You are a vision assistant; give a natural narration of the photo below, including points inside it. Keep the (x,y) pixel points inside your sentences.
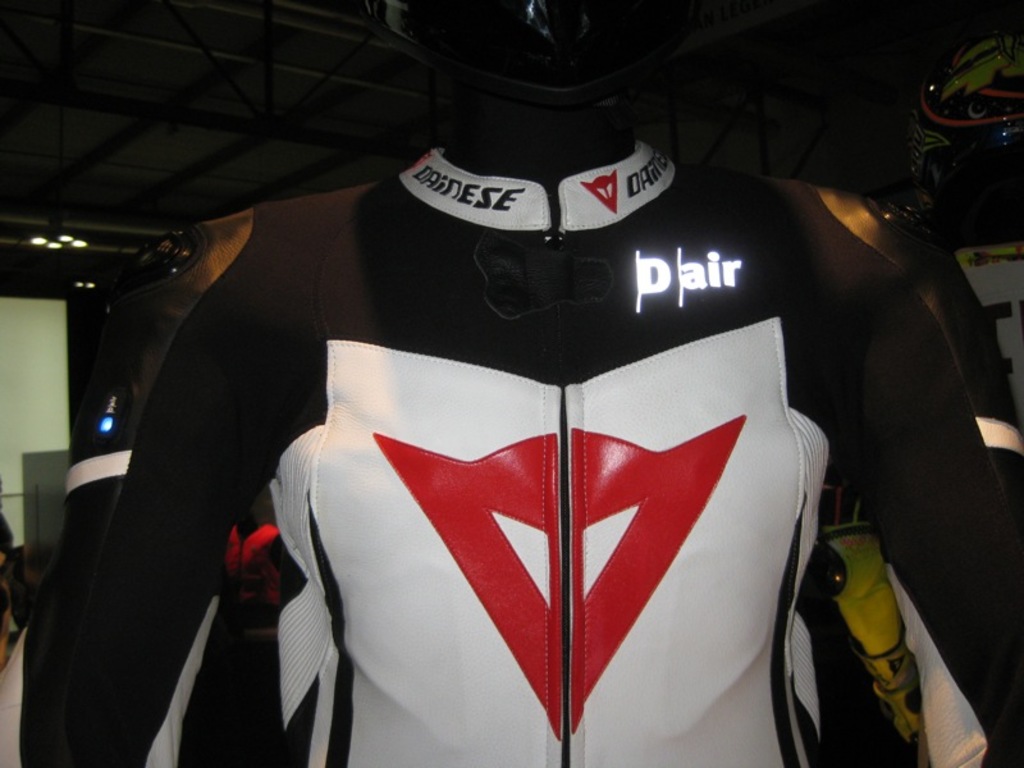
In this image we can see a mannequin (544,275) with a dress (553,408). On the backside (1005,284) we can see a person (1005,298) wearing helmet (1021,203), some metal poles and a roof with some ceiling lights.
